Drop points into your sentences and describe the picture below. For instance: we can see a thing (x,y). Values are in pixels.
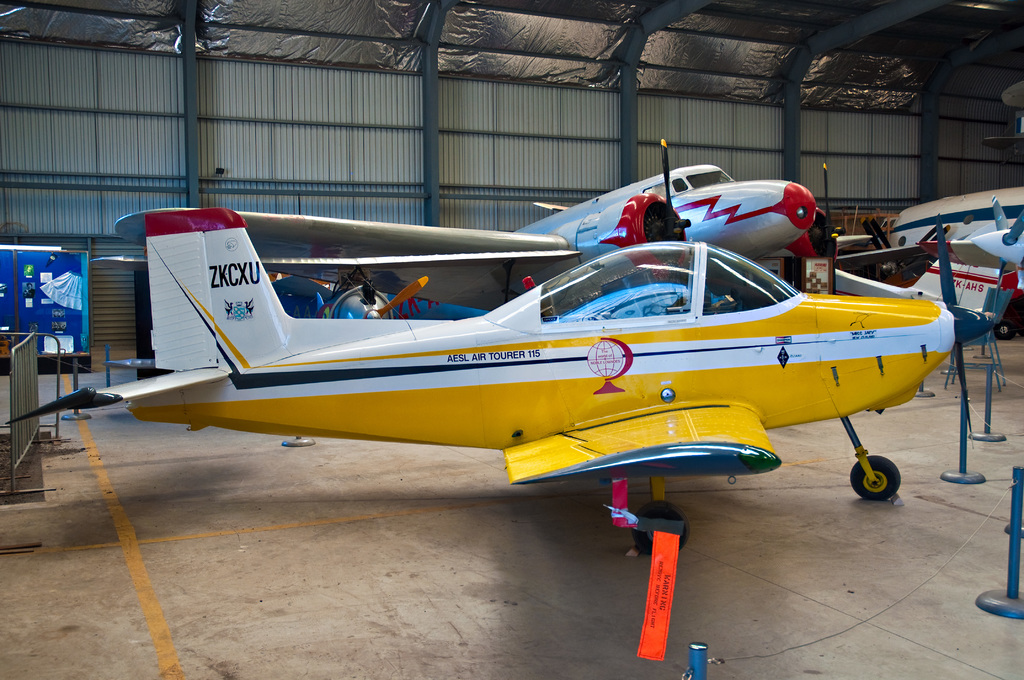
In this picture we can see some aircraft (779,324), on the left side (51,438) there is a barricade (28,429), we can see some rods (1016,475) here.
